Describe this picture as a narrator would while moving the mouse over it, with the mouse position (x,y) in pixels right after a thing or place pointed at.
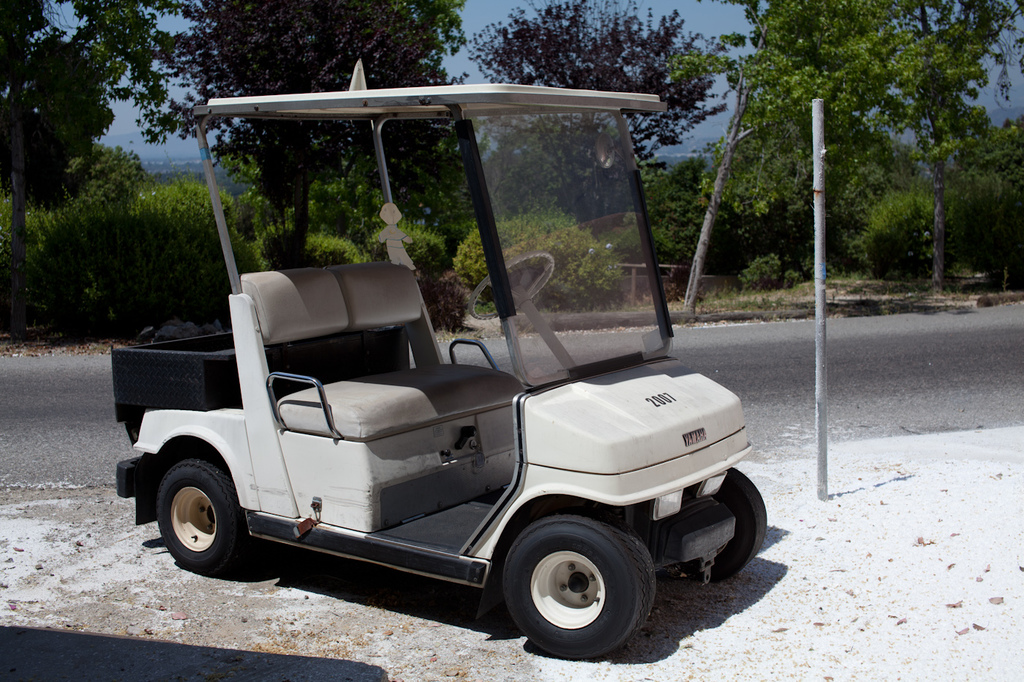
In this picture we can see a vehicle (425,401) on the road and we can see trees (592,41), sky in the background (204,94).
